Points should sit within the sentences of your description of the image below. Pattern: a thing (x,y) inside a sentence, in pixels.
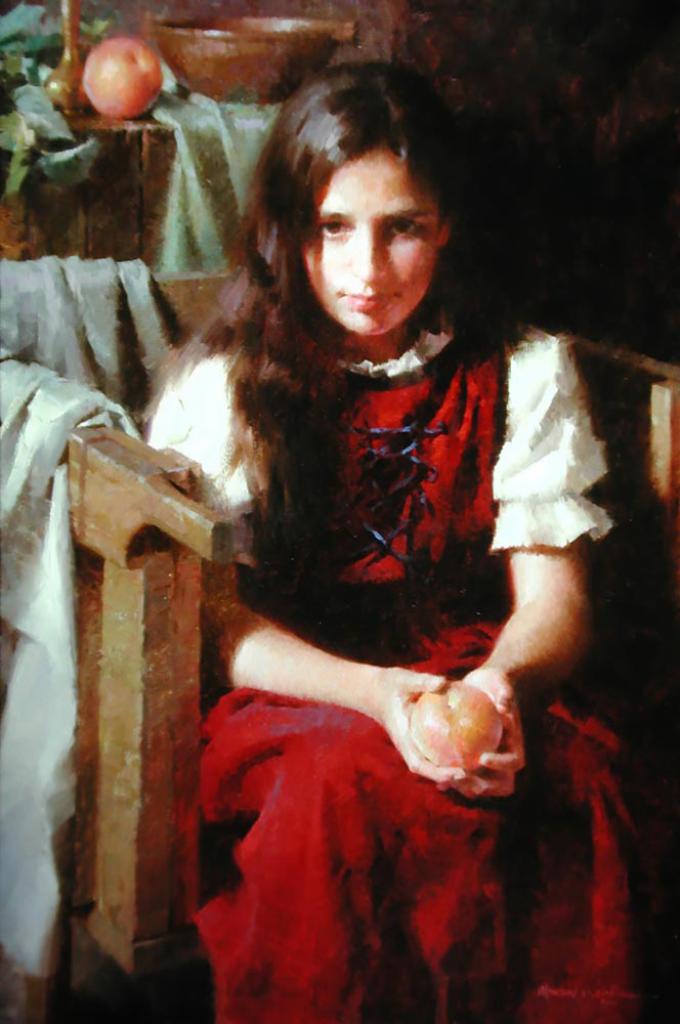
This picture shows a painting. We see girl (284,428) seated on the chair (678,438) and we see a fruit (474,701) in her hands (433,774) and a fruit (127,54) on the table (55,234) and a bowl (196,54) and few leaves (47,134) and a cloth (15,345) on the chair (193,291).
